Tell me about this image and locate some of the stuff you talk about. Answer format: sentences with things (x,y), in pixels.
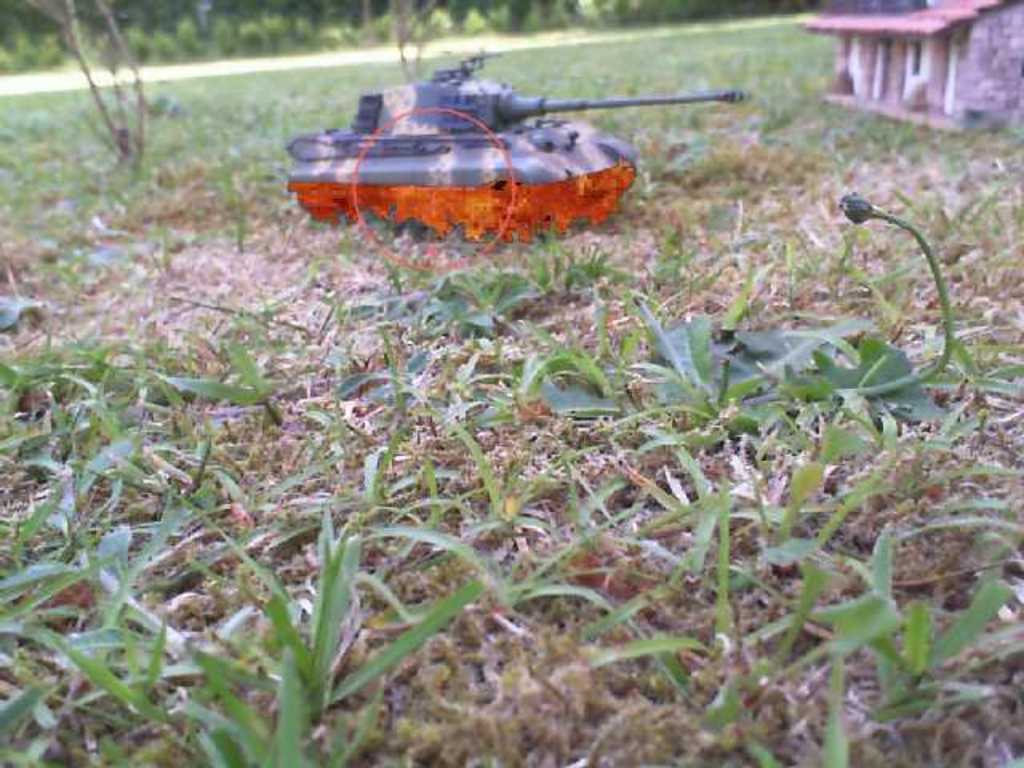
In this picture we can see plants (663,357), grass (928,450), military tank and house (922,32). In the background of the image (492,18) we can see plants (333,39).
